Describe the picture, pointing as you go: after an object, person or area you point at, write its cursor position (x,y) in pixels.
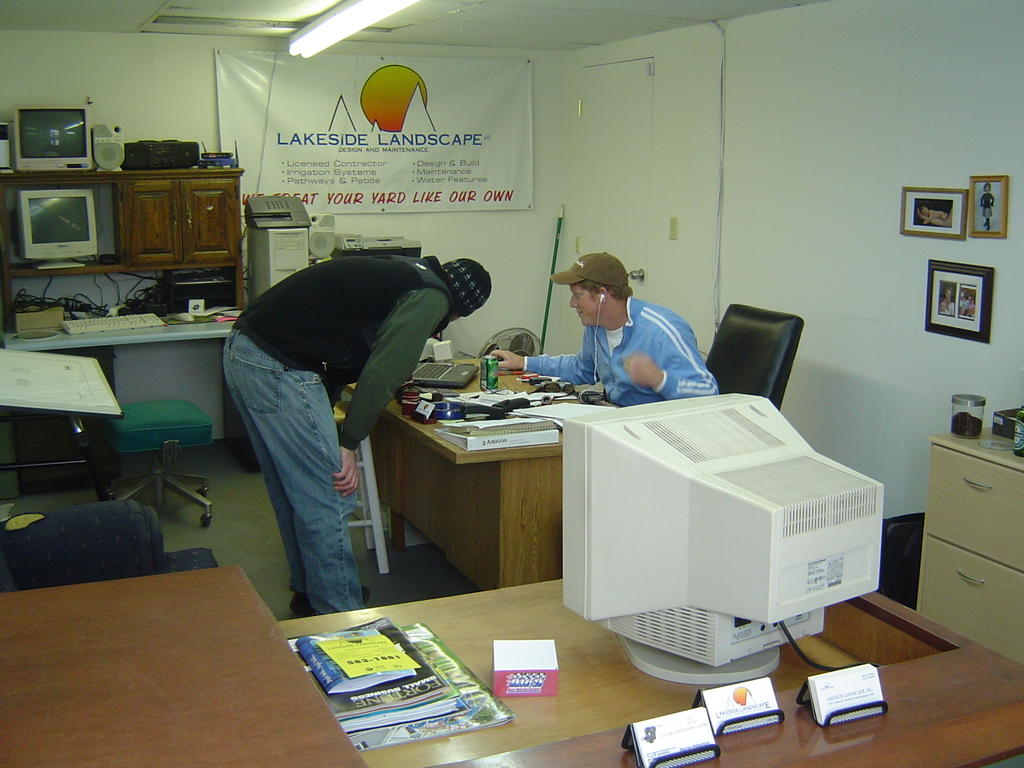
In the image we can see there is a man (656,328) who is sitting on chair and another man (354,349) is standing on the table (471,404) we can see there are papers (494,398), laptop (473,370), can (493,370).
